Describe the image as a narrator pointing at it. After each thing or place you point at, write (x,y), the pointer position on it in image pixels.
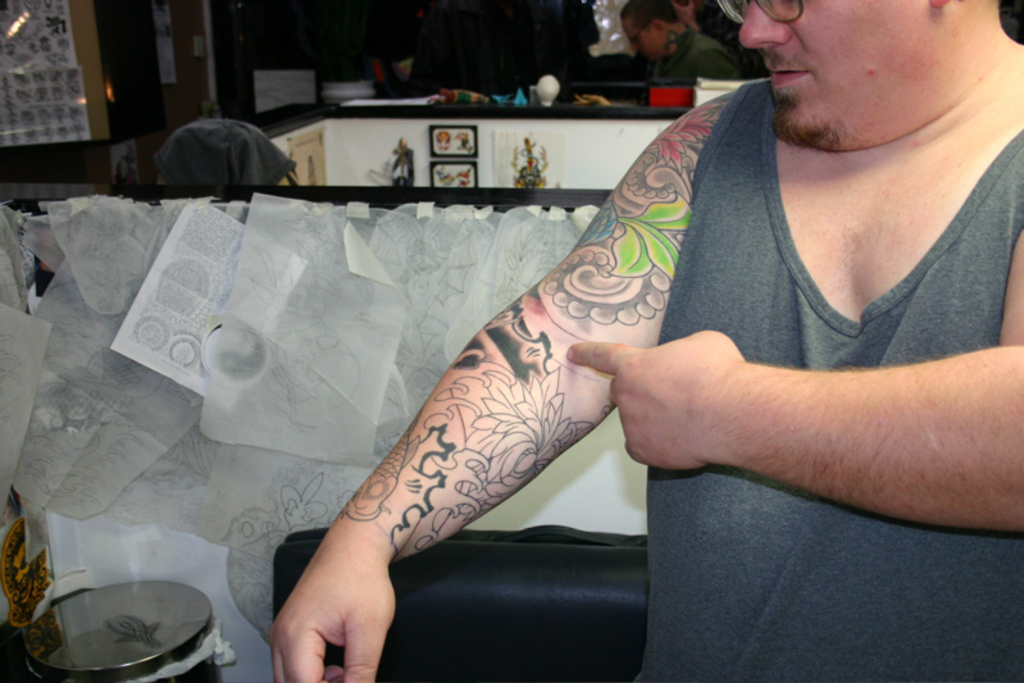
In this picture there is a man (945,578) who is wearing spectacle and t-shirt (816,538). He is showing a tattoo (559,385) on his hand (395,513). He is standing near to the couch (453,622). In the bottom left corner (94,627) there is a dustbin (94,627). Beside that i can see many papers (278,332) were hanging from this board (134,443). In the back (688,62) there is another man (694,36) who is standing at the table (354,146). On the table (655,101) i can see some objects (545,82). On the top (63,90) there is a poster (54,63) on the wall (76,97).
